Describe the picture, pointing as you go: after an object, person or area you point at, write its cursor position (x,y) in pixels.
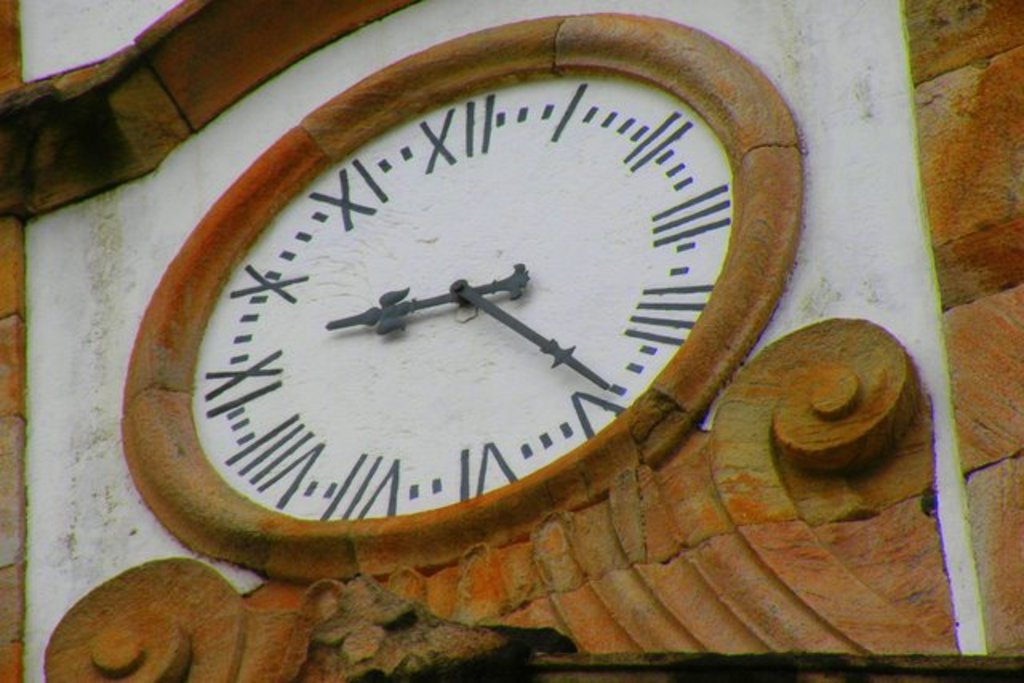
We can see clock (215,402) on a wall (99,352).
